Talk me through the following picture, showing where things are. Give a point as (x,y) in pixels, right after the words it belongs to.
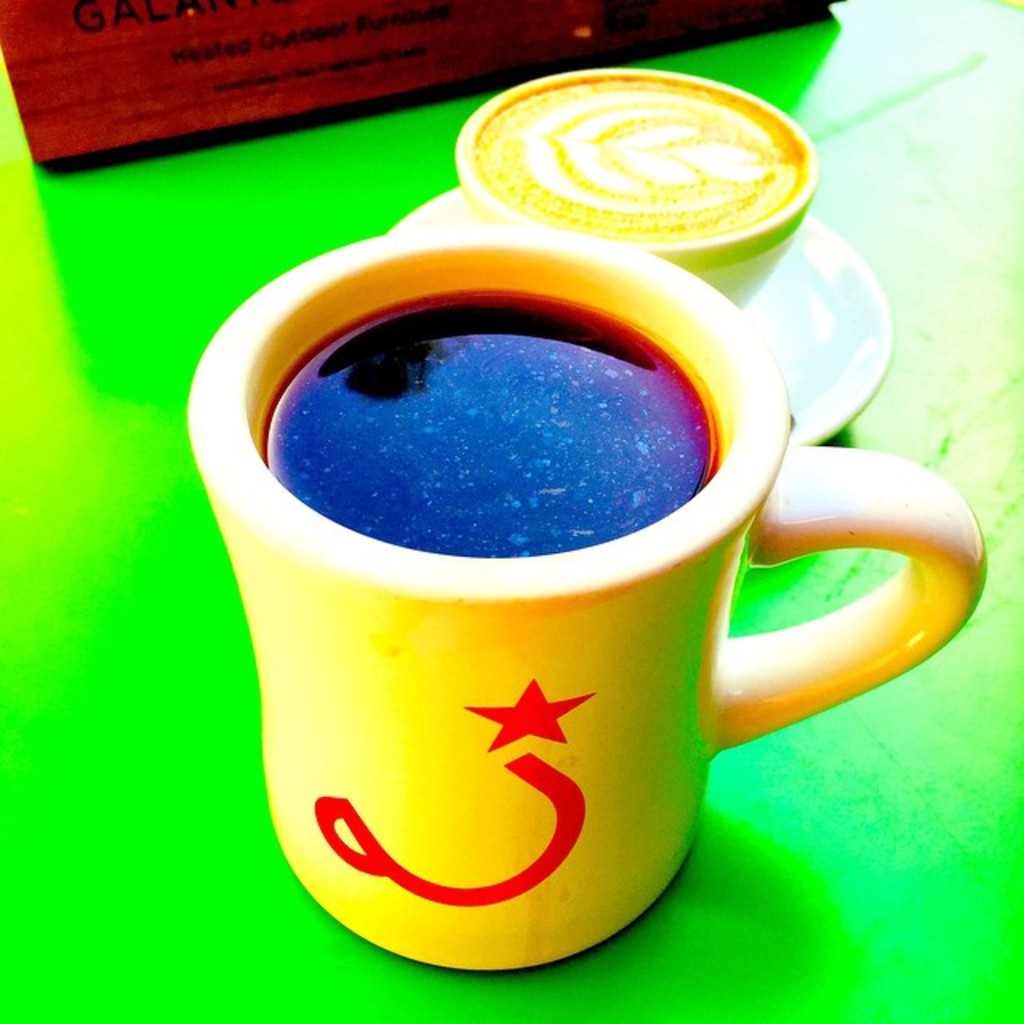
In the center of the image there are two cups (255,447) on the green color surface (209,657).
